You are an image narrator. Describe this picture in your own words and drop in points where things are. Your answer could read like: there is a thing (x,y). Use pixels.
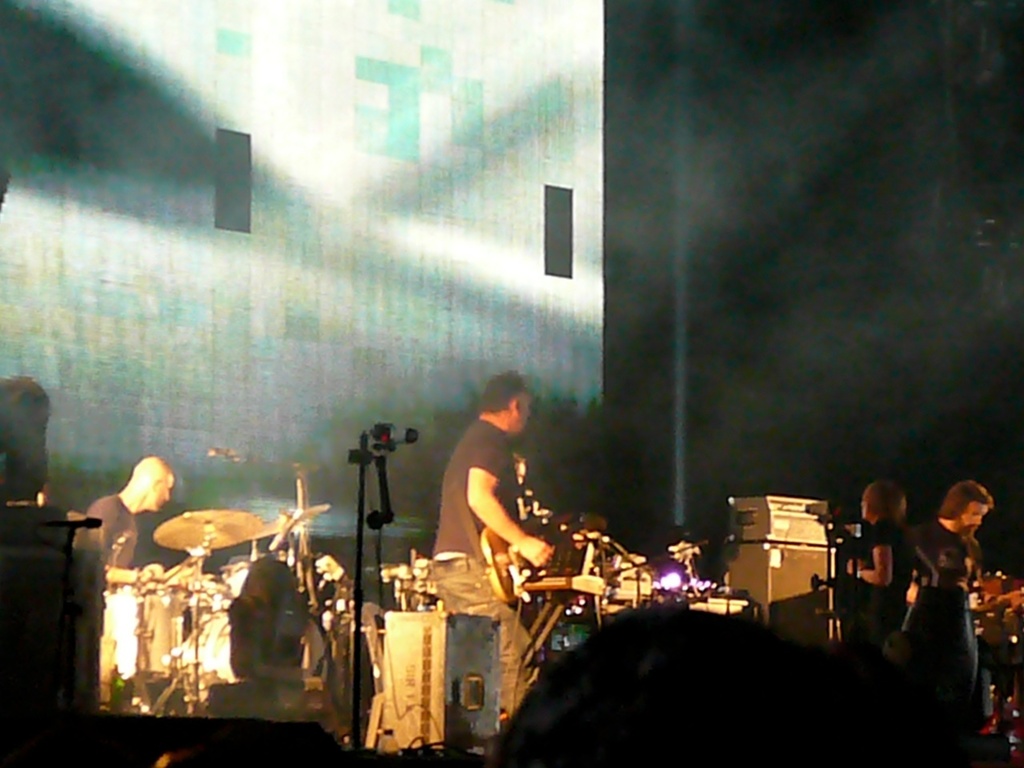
This picture might be taken in a concert, in this picture in the center (478,511) there are some people (933,553) who are standing and there are some musical instruments (187,551) one person (481,469) is holding a guitar (508,594) and playing. And in the background (240,327) there is a screen (407,285) and some lights (679,468), at the bottom (140,614) there are some objects (799,528) and also we could see some mike's (71,532).
